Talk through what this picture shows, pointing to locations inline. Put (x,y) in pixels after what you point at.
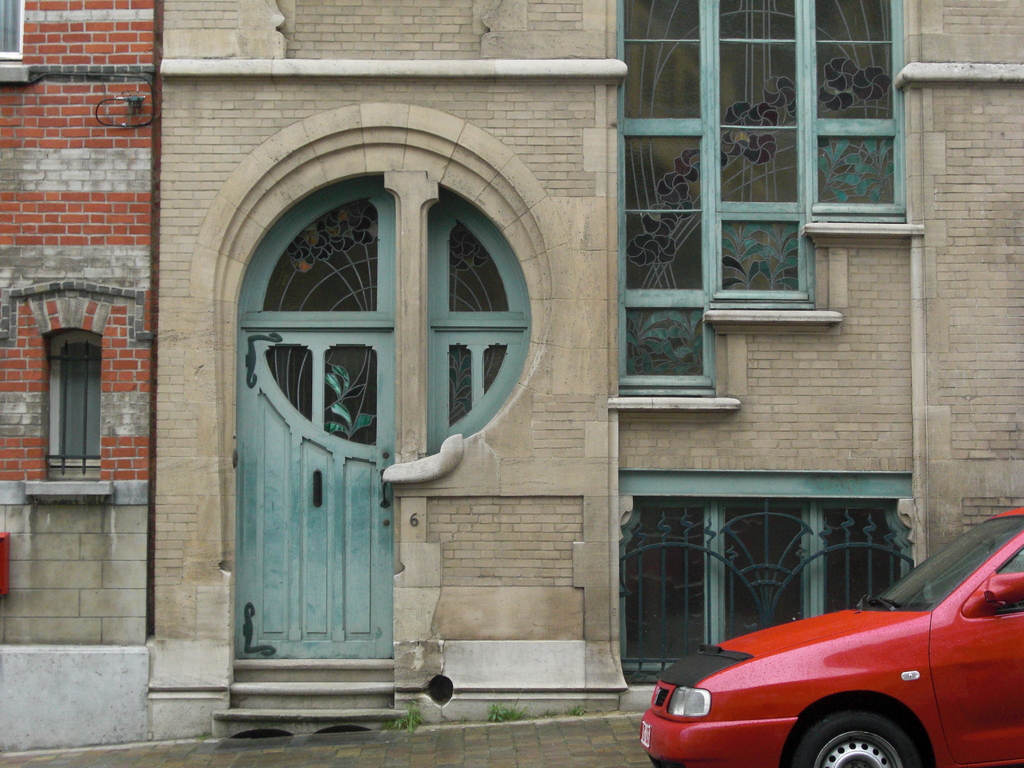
In the picture there is a car (826,683) and behind the car (899,727) there are two buildings (221,178).
